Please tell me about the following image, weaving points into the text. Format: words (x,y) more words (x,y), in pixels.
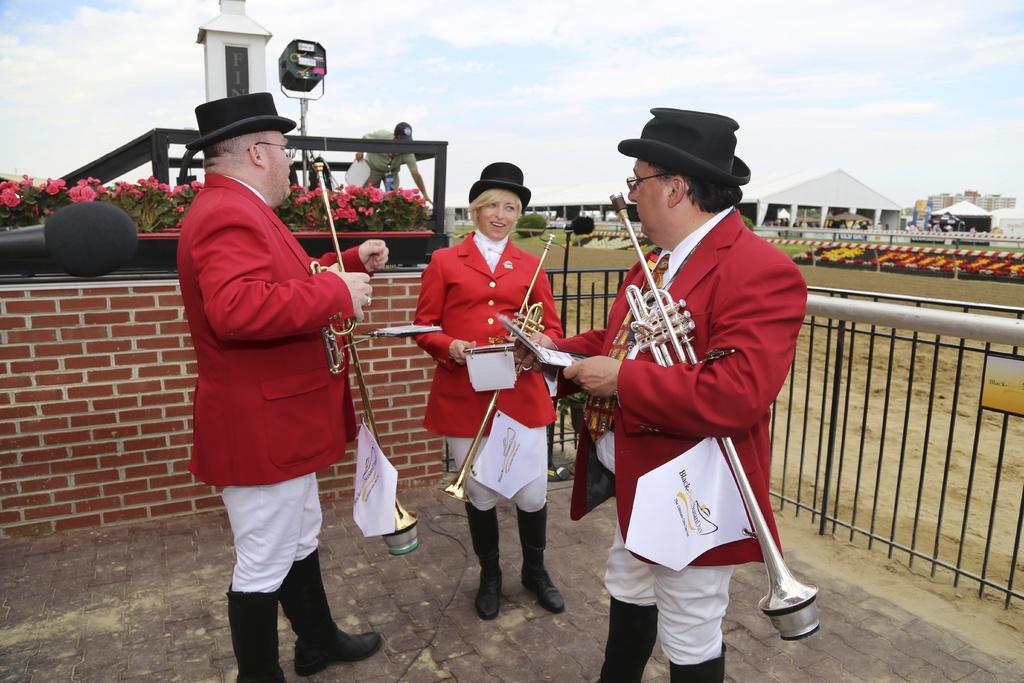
These three people (769,356) are holding musical instruments (669,360). Here we can see plants (191,200) with flowers (79,196) and a person (391,155). Backside of this people (615,372) there is a fence (975,323). Sky (392,120) is cloudy. Far there are buildings (940,207) and sheds (817,204).
